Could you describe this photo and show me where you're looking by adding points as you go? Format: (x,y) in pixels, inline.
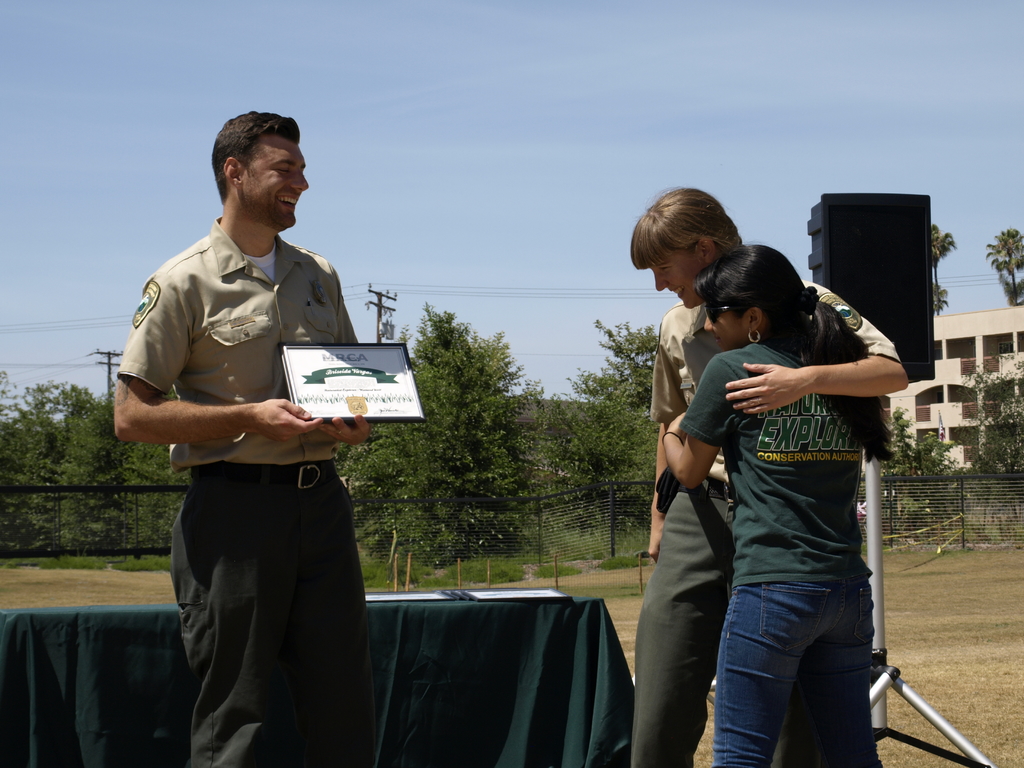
In this image we can see few people (689,535). A person (338,429) is holding an object (370,413) in the image. There is a table (441,611) in the image. We can see the sky (488,280) in the image. There are many trees (1016,419) and plants (924,439) in the image. We can see few electrical poles (383,323) and many cables (553,289) connected to it. There is a loudspeaker (872,277) at the right side of the image (865,290). There is a fence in the image.
